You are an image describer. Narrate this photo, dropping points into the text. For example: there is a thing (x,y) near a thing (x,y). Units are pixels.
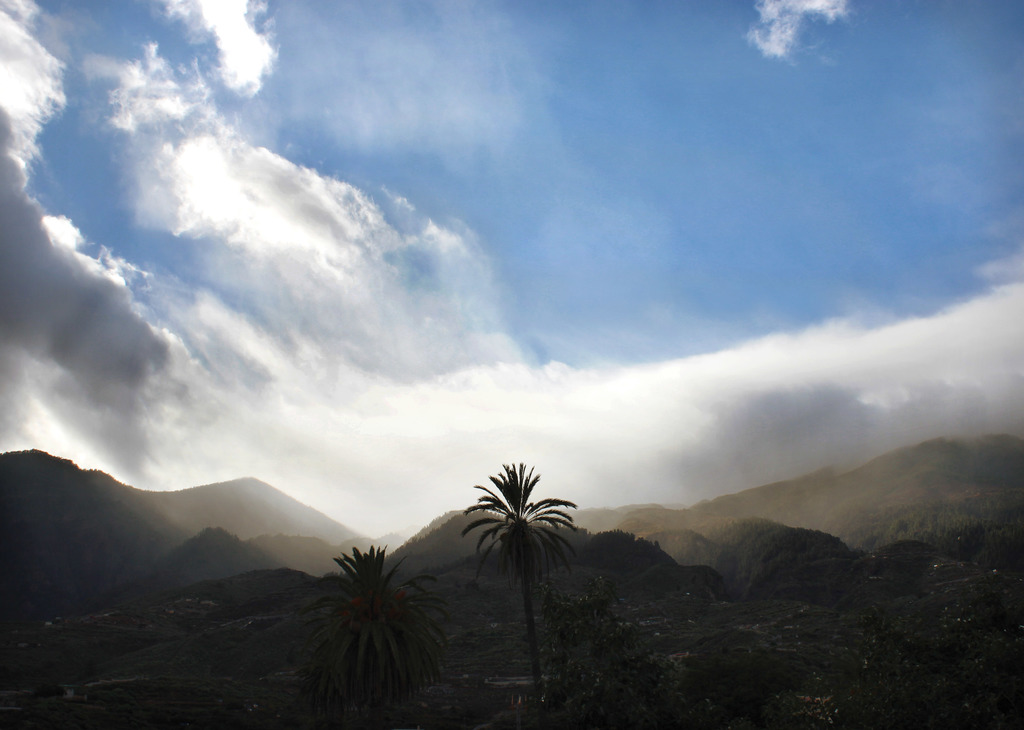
This picture is clicked outside the city. In the foreground (921,690) we can see the plants (553,638), trees (983,634) and hills (962,526). In the background (387,125) there is a sky (709,141) which is full of clouds (30,364).
